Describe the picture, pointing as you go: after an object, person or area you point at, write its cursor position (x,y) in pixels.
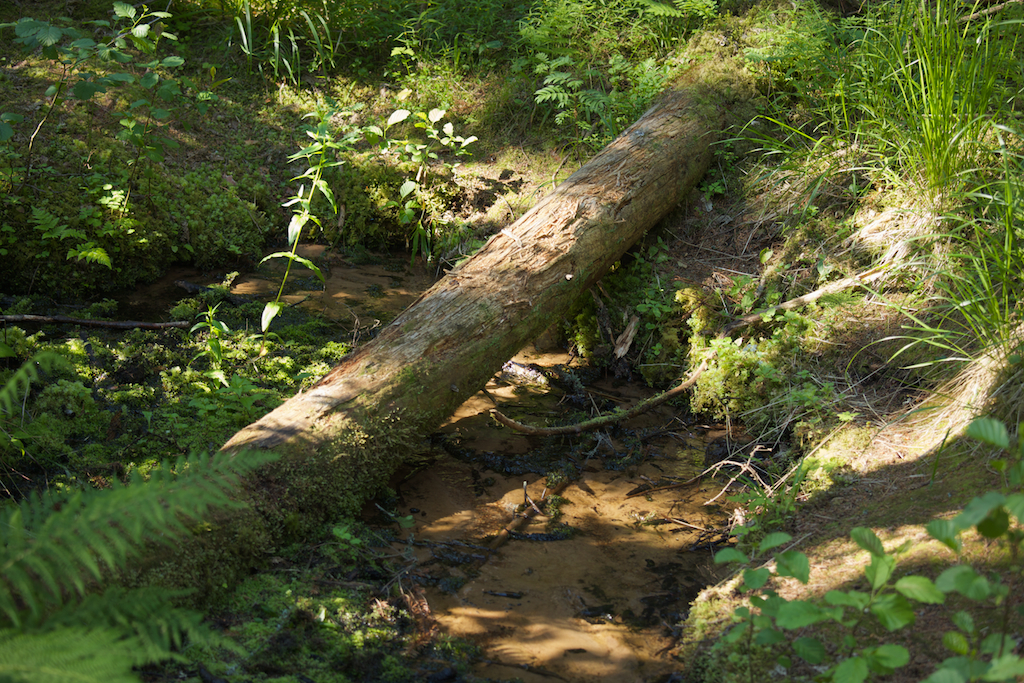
In this image I see the trunk (561,291) of a tree (585,288) over here and I see the grass (566,167) and the plants (319,326).
